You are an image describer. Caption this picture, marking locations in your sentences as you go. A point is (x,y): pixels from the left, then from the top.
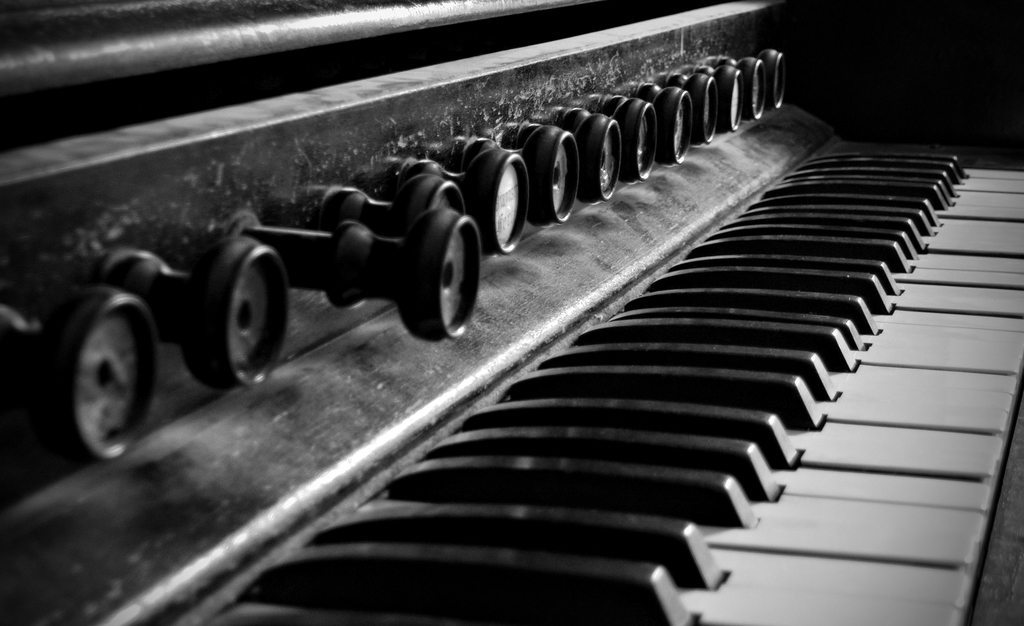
This is a musical instrument (712,394).
